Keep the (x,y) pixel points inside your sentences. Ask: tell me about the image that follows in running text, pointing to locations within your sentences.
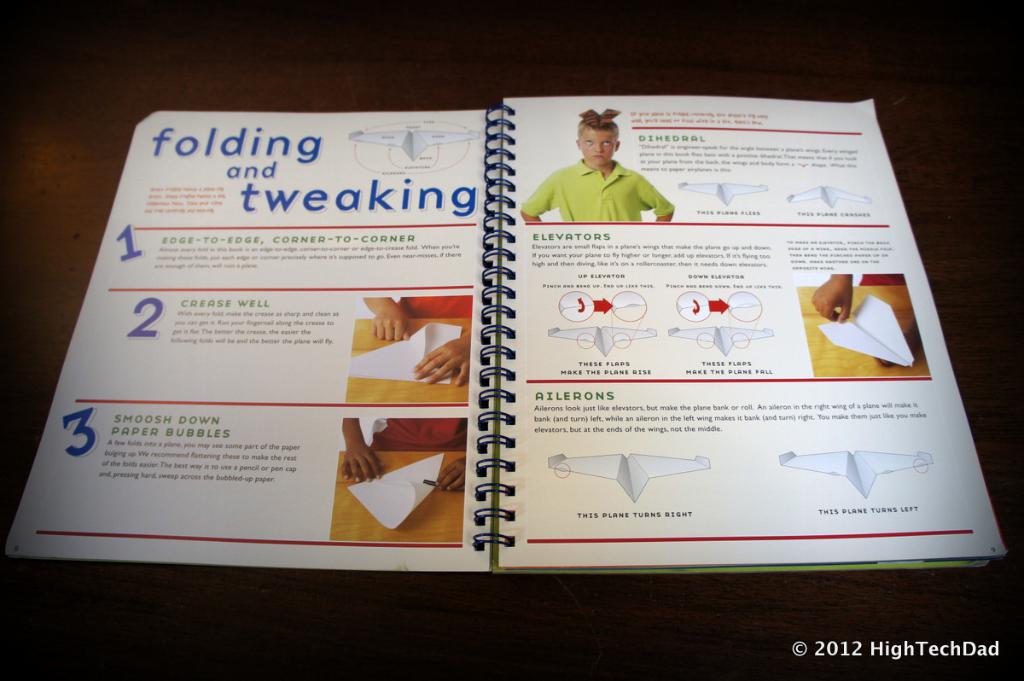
In this image I can see a book (473,317) which is white in color and in the book (413,321) I can see few pictures (393,348) in which I can see a person (579,210) wearing green colored dress (582,204), and few hands (432,369) of person (826,308) holding white colored paper (449,339). I can see the brown colored background (362,80).
